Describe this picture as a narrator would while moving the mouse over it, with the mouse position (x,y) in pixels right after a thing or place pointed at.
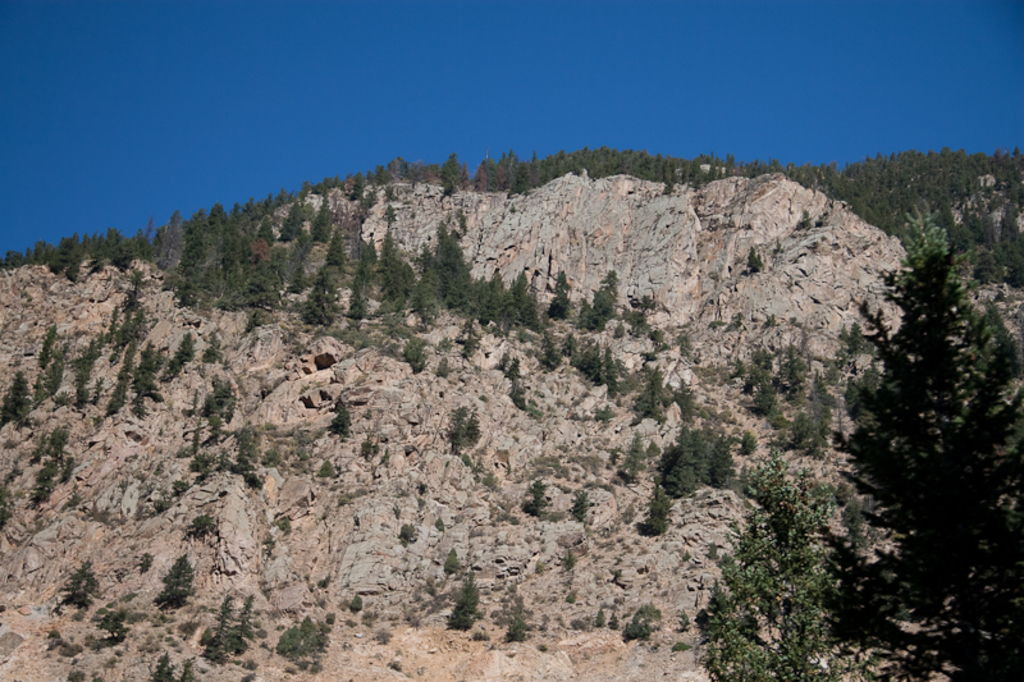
In the center of the image (466,257) there are mountains (416,272) with trees (918,263). At the top of the image (609,131) there is sky (334,85).
